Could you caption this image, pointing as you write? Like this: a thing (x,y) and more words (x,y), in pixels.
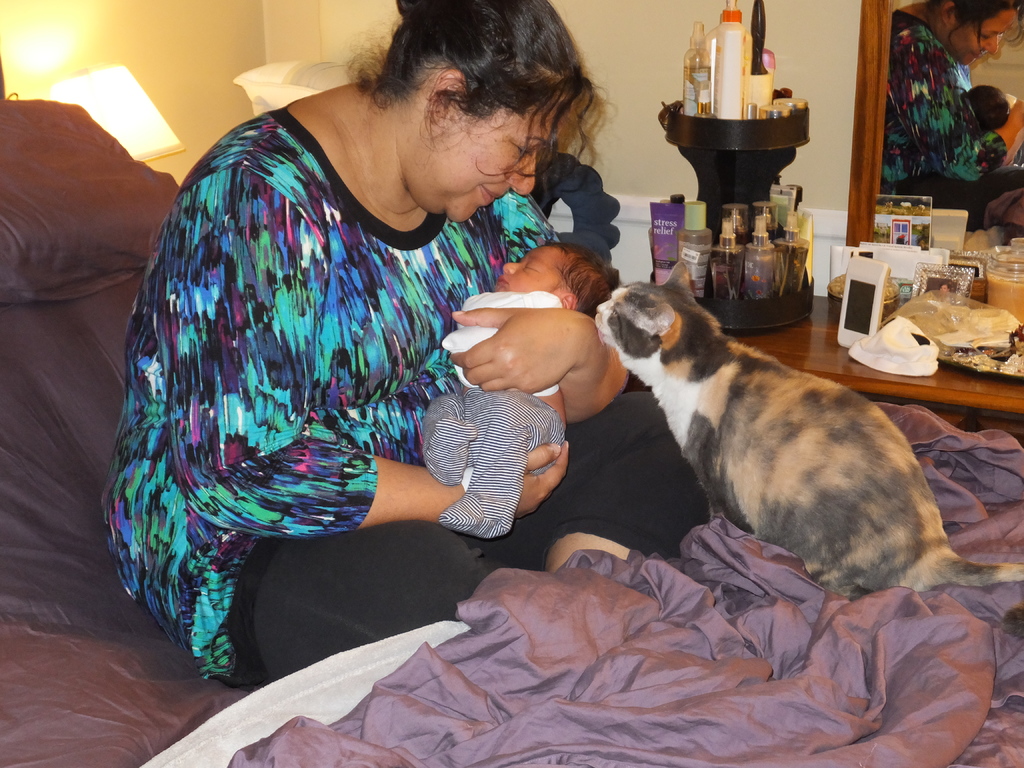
A woman (449,610) is sitting on the bed (466,721) along with the baby (477,465) and a cat (697,440). She is smiling, she is wearing a colorful T-Shirt (349,358) the right side of an image (747,294) there is a mirror (855,212) and cosmetics (789,188). The left side of an image (161,145) there is a pillow (122,186) and a lamp (131,118). This is the wall (165,43).
